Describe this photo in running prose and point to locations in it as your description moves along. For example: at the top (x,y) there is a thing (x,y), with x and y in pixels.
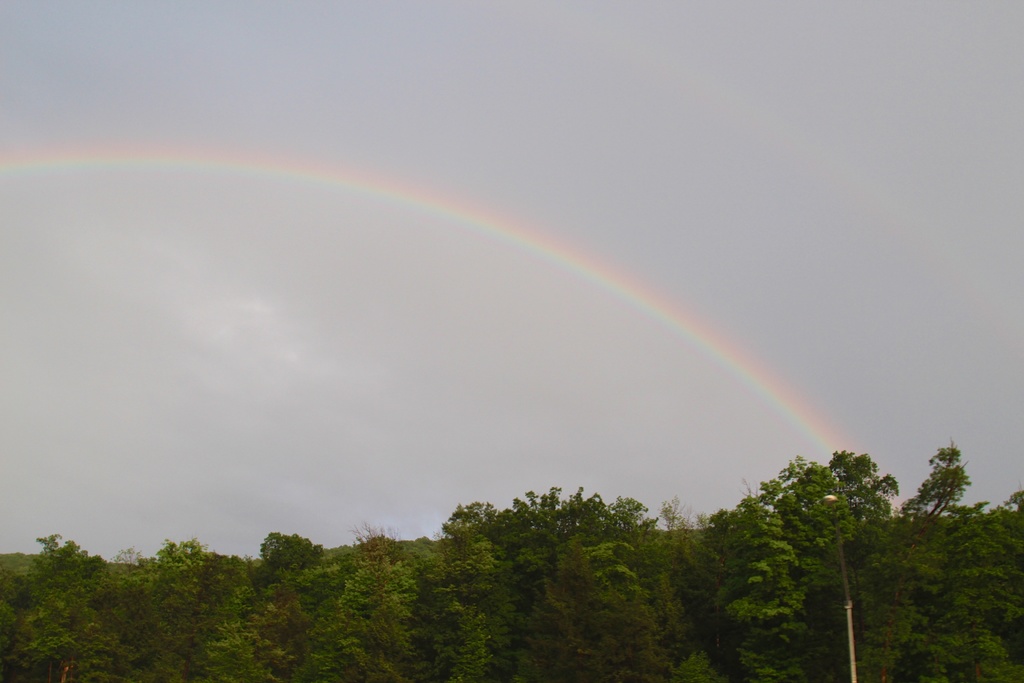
In the foreground of this image (959,643), there is a rainbow (544,253) in the sky (349,222) and trees (488,640) on the bottom of the image (630,633).
